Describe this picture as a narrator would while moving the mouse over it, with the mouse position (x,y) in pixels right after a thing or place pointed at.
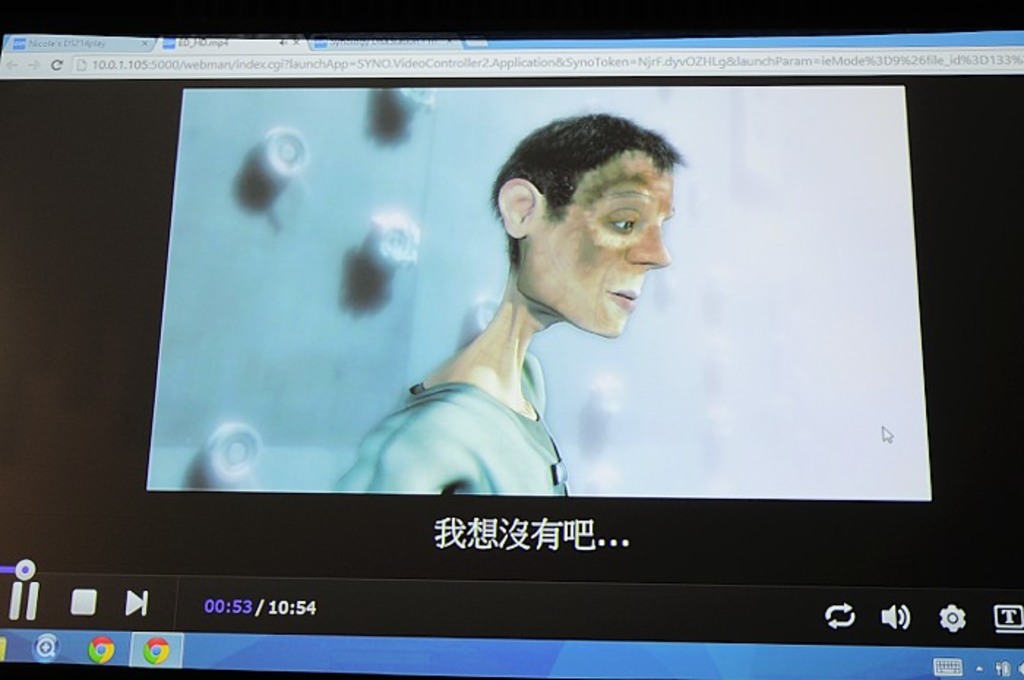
In this image we can see a monitor screen (467,403). On a screen (530,390) we can see an animated person (518,406).
